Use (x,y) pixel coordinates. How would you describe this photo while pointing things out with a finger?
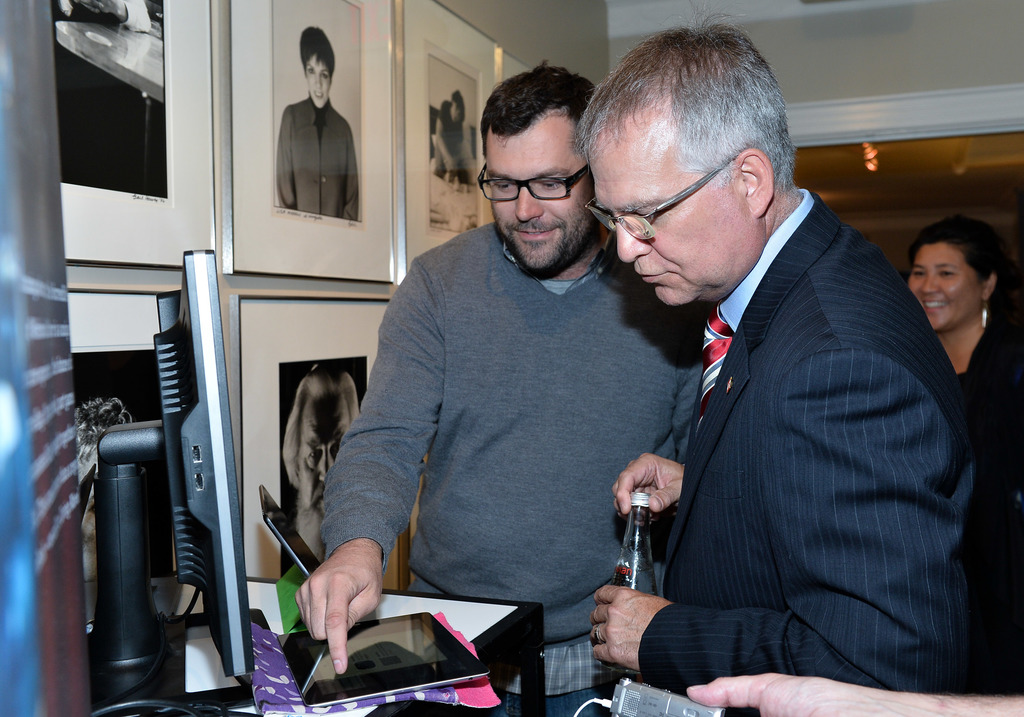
In this picture I can see two persons (646,426) standing, a person (679,564) holding a bottle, there is a monitor (231,607), tablet (403,672) and some other items (254,633) on the table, and in the background (1002,428) there is a woman (966,248) standing, there are frames (300,180) attached to the wall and there is a person (874,708) holding an object (616,706).
